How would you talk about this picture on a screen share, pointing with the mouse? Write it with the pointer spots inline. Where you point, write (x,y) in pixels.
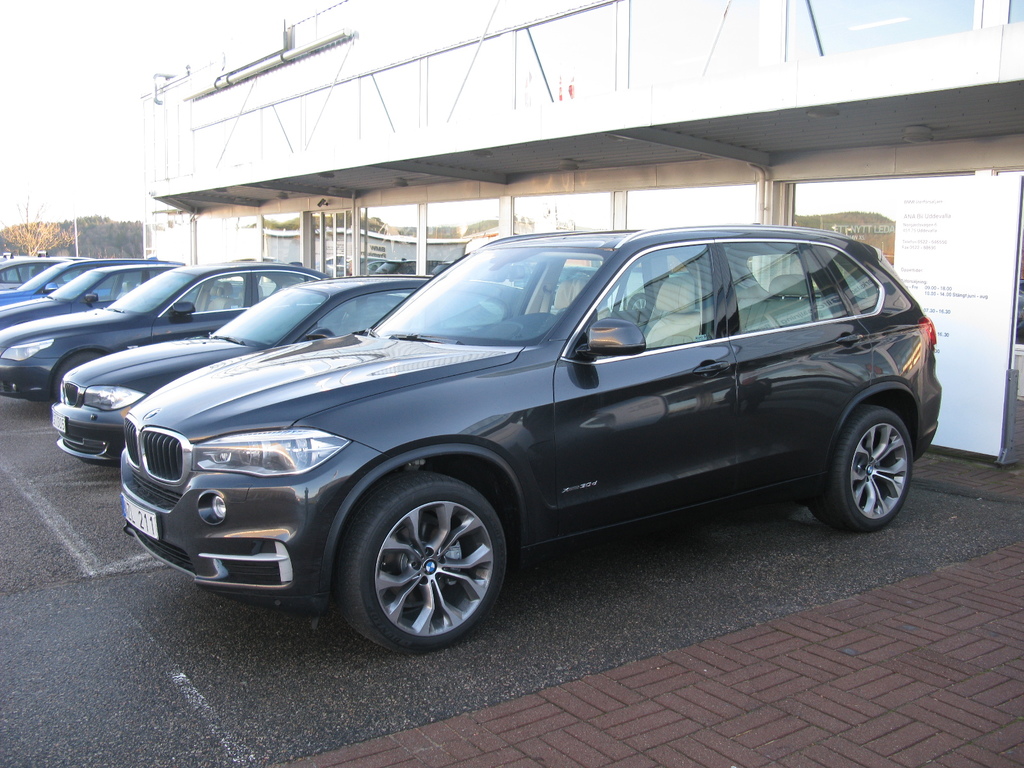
In this image, we can see a few cars (381,493). Behind the cars (774,361), we can see a building (820,127). We can also see the ground (514,675). We can see the sky (140,167).
